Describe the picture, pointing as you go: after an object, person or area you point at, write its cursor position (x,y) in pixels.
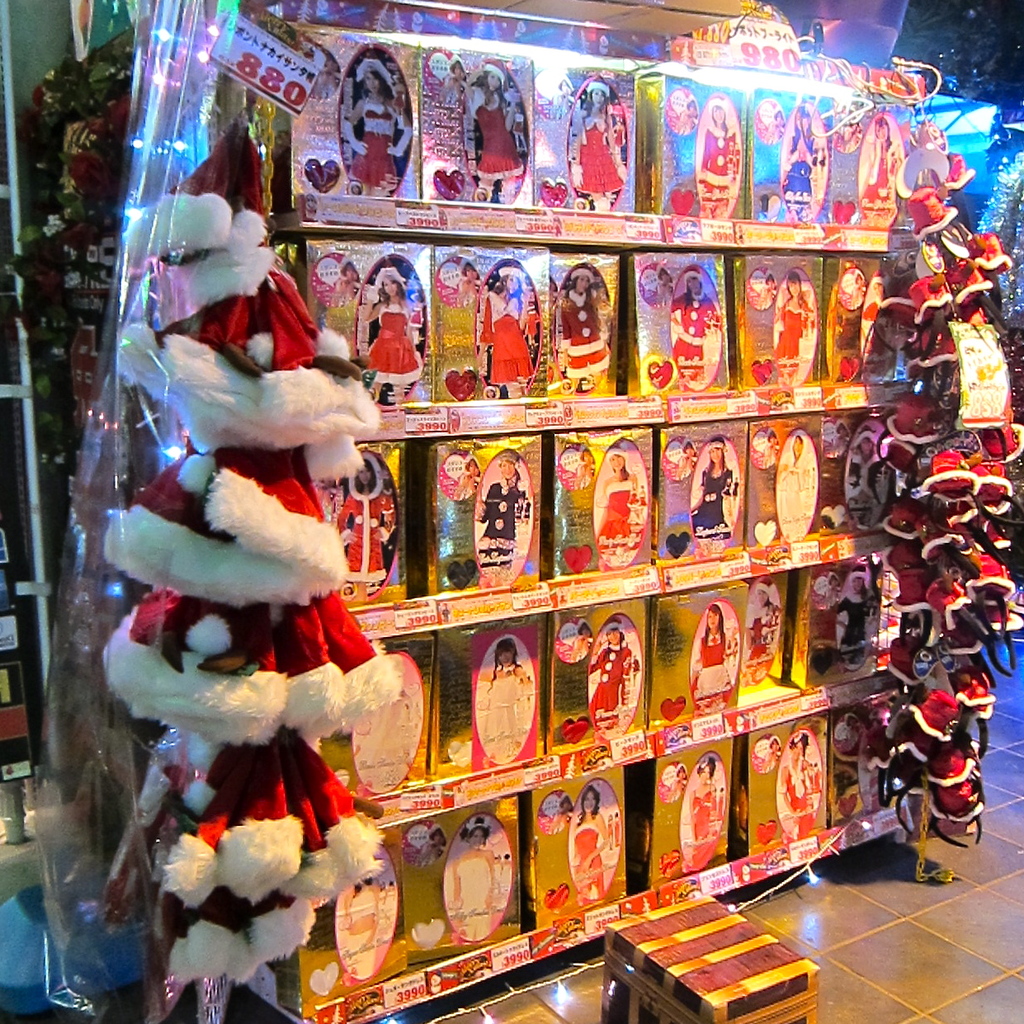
In this image I can see golden colour boxes (522,283) and on these boxes (427,373) I can see picture (392,367) of women (372,62). I can also see number of red colour caps (311,400), few boards (258,72) and on right side of this image (903,415) I can see few red colour things (915,571). I can also see something is written on these boards (773,63).
